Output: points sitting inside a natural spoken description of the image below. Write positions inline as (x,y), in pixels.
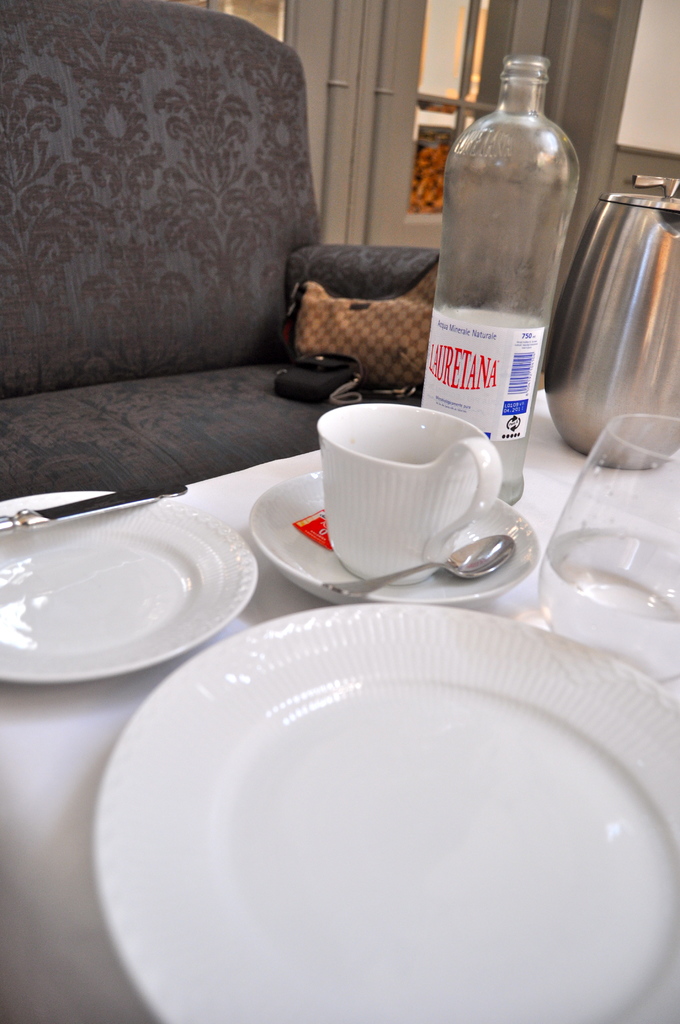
In the picture we can see a table (230,504), sofa (167,442), on the table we can see few plates (528,708), one cup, saucer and spoon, glass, bottle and jar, in the background (317,155) we can see a window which is white in color with glass frame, on the sofa (60,312) we can see a black color bag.
